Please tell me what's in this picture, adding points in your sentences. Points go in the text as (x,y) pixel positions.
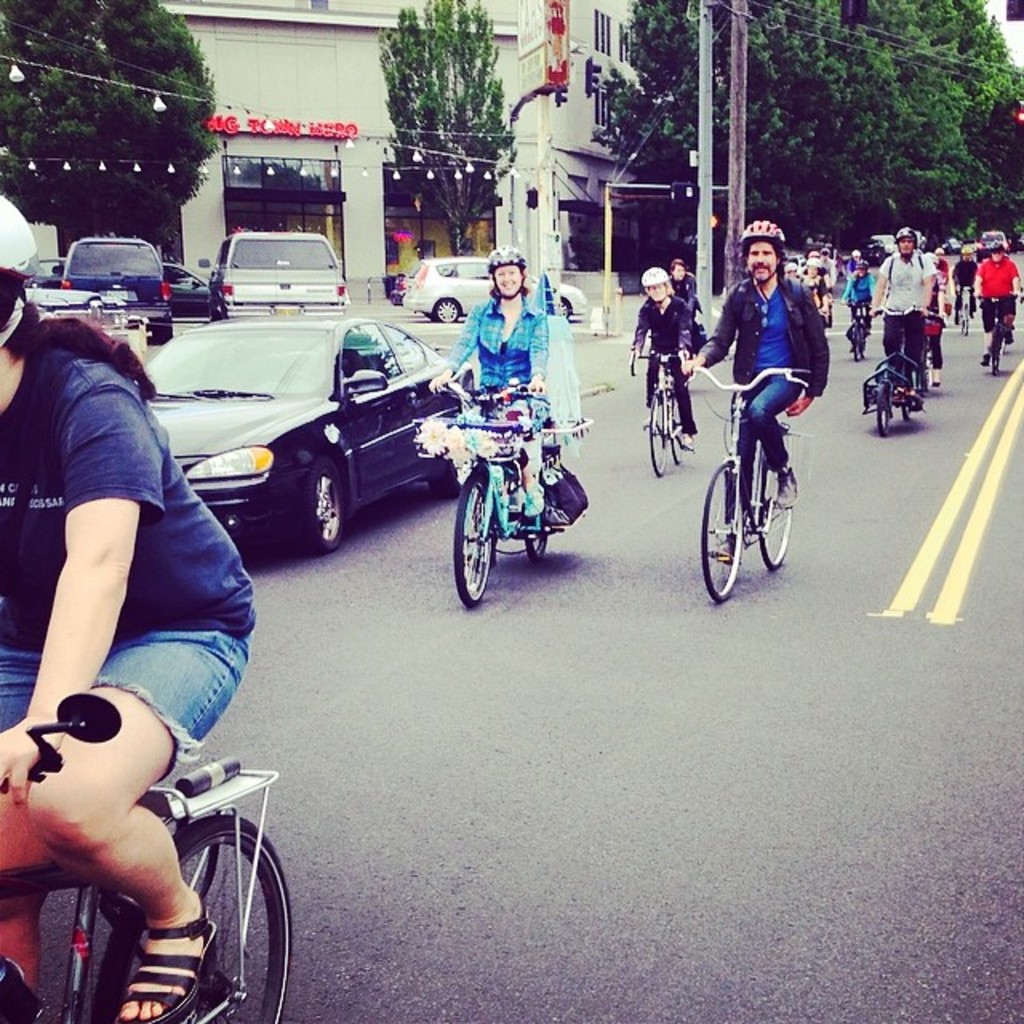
In this picture there are number of people (494,334) riding bicycle (466,510), there are number of cars (109,263), there is a building (297,88), there are number of trees (780,124) and there are couple of poles (700,177).
